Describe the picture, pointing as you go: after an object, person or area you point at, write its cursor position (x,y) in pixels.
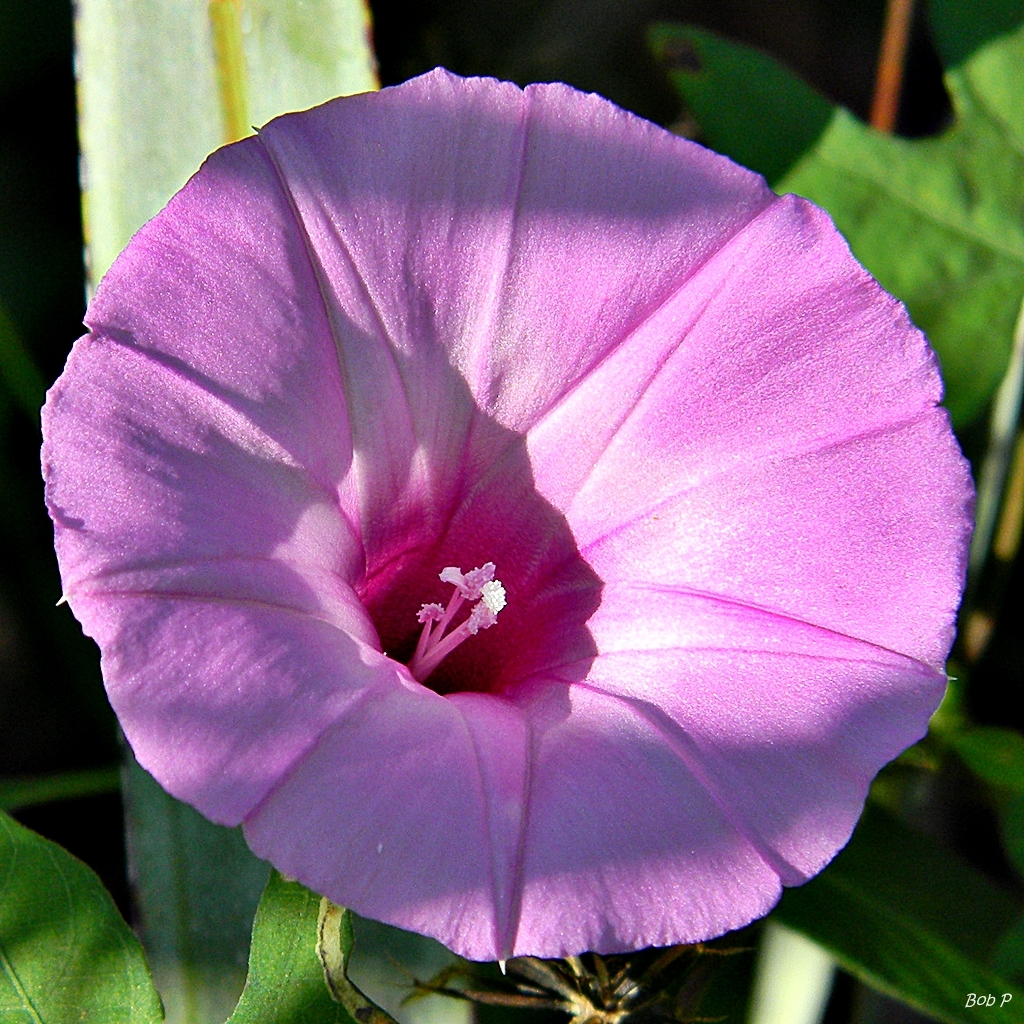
In this picture we can see a flower (343,812) and in the background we can see leaves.
